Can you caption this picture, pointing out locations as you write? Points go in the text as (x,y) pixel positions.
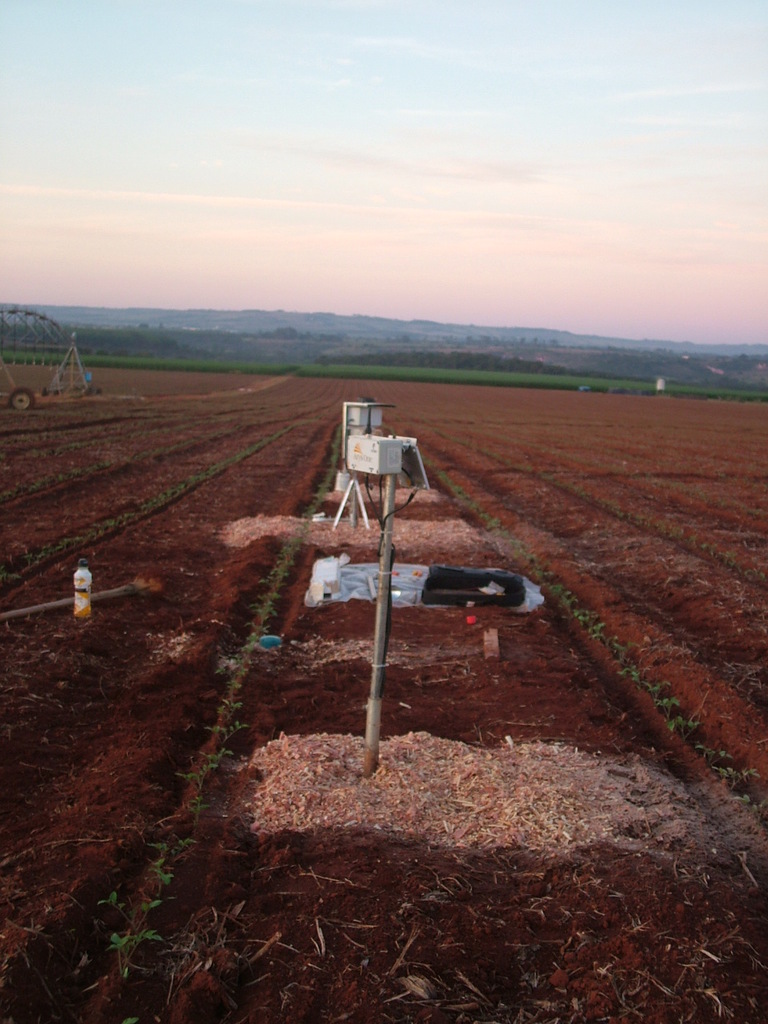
In the front of the image (428,840) there is ground (402,640), poles (380,528), bottle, wheel (23,403) and objects (364,508). In the background of the image (347,375) I can see greenery (603,375) and sky (439,148).
